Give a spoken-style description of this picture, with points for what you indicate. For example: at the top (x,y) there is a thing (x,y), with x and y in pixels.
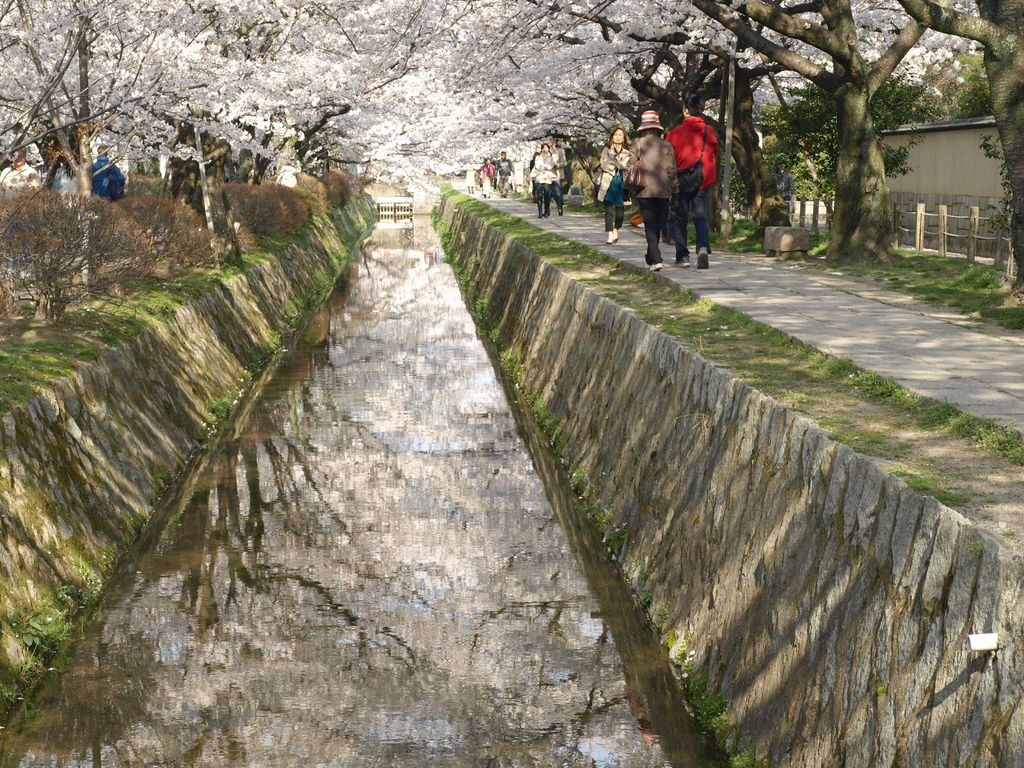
At the bottom of the image (573,648) there is water (273,758). In the middle of the image (666,266) few people (691,135) are walking on the road (738,254) and holding some bags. Behind them there are some plants (956,270) and trees (274,14) and fencing (1004,245).
